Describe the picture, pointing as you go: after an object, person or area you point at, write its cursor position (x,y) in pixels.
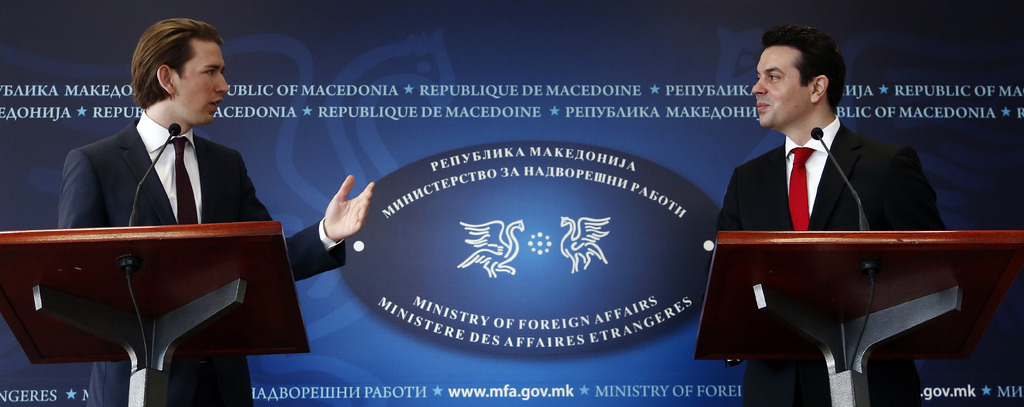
In the picture I can see two men (200,222) are standing in front of podiums (232,251) which has microphones (138,190) on them. These men (117,205) are wearing suits (155,204), ties (183,199) and shirts (174,182). In the background (490,171) I can see something written on a banner (302,115).
